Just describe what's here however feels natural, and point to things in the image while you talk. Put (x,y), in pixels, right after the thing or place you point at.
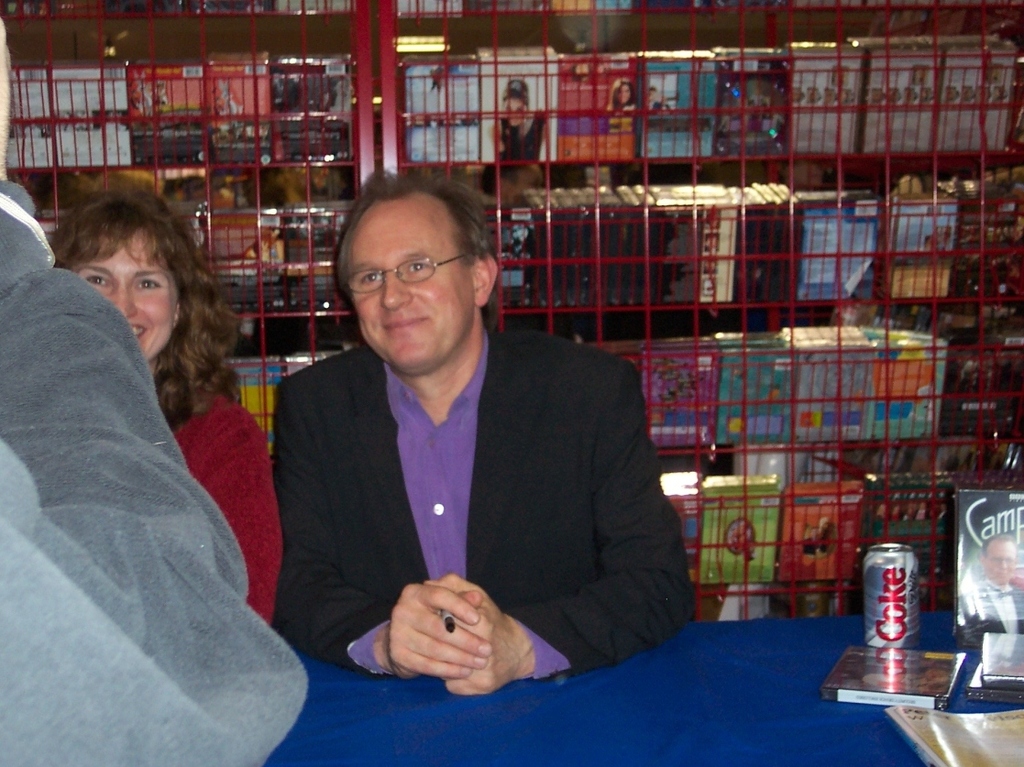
In this image in the front (117,567) there is a person (128,570) and there is a table (663,729) which is covered with a blue colour cloth (690,705). On the table (808,686) there is a tin (886,611) and there are cassettes (993,647) cover with some text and images (1007,573) on it and there is a book (948,735). In the center (372,456) there are persons (355,441) sitting and smiling and in the background (433,77) there is stand (254,80) which is red in colour and on the stand (745,176) there are boxes (508,128).
